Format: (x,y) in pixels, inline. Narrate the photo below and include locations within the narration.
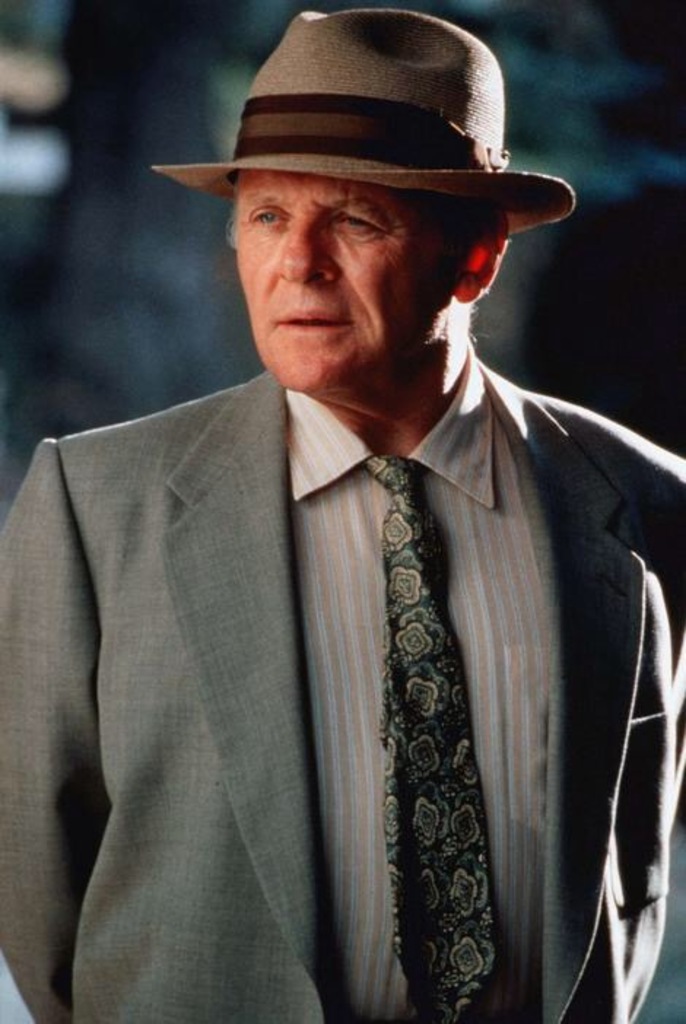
In this image there is a man (349,304) standing wearing a coat (217,1019), tie (422,519) and a hat (330,153), in the background (177,43) it is blurred.
